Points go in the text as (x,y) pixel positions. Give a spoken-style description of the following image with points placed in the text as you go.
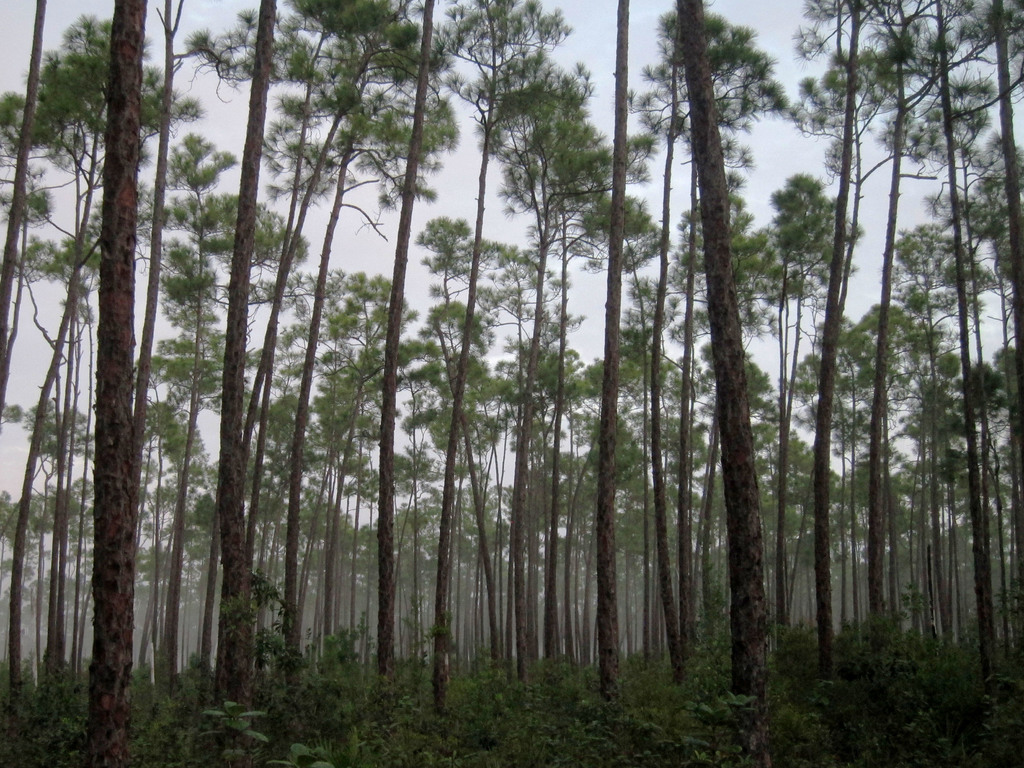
In this image we can see the plants (145,700), trees (254,417), fog (65,580) and the plain sky (634,86) in the background (147,190).
